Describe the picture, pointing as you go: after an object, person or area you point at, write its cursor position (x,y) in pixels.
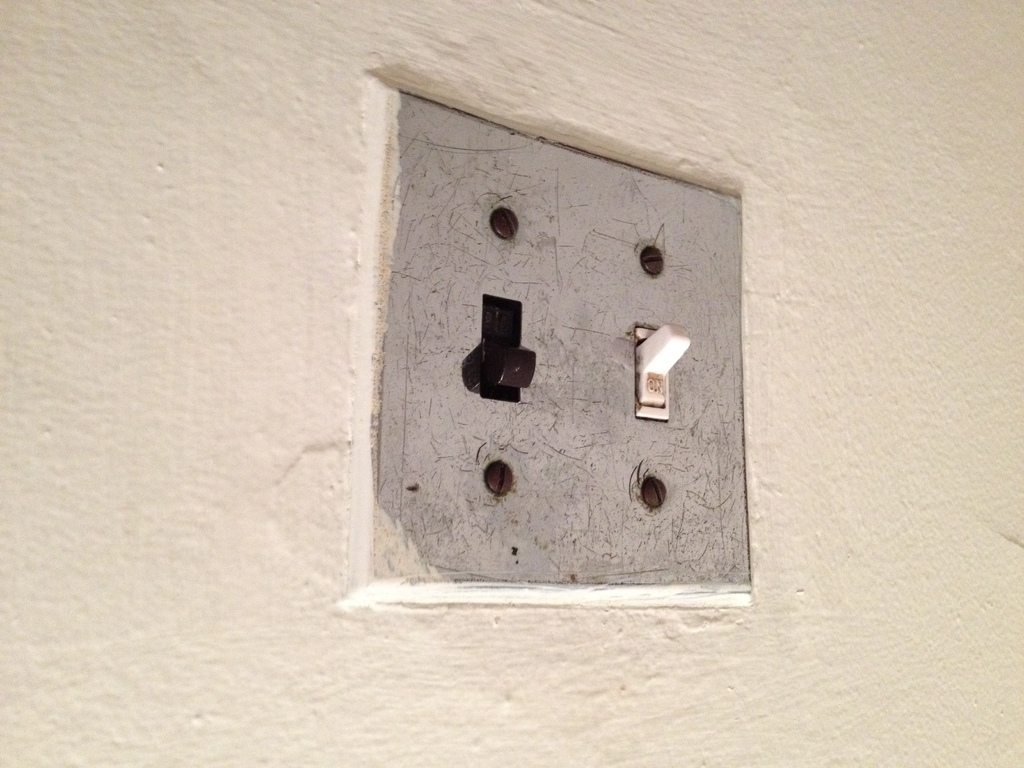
In this image there are switches (518,305) in the wall (910,678) which are black and white in colour.
